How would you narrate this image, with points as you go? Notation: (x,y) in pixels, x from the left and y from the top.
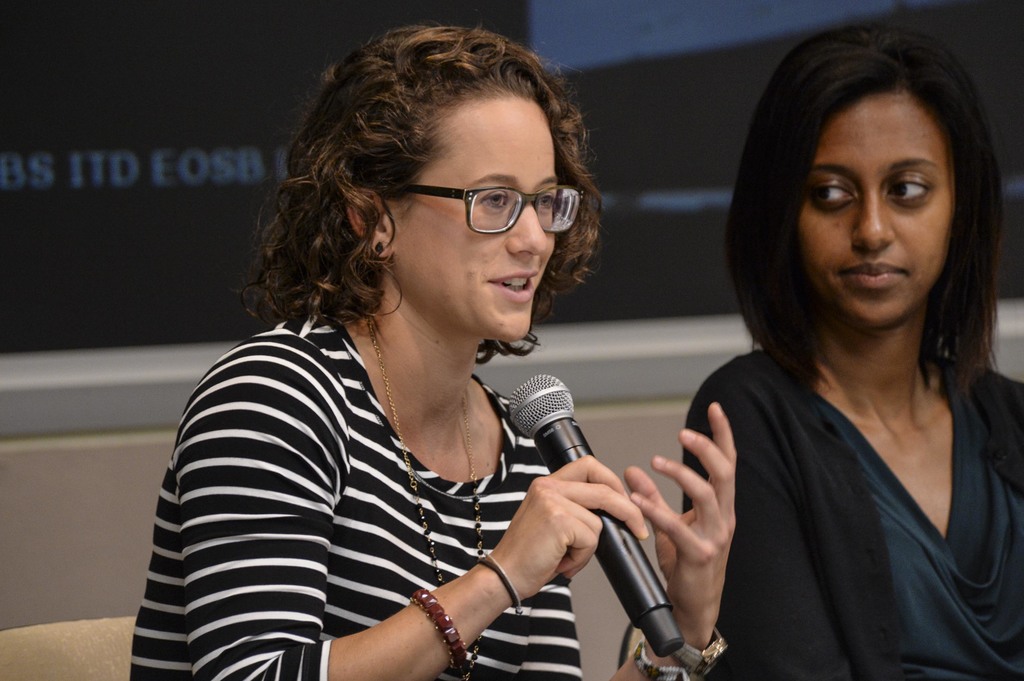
In this image I can see two people (472,502) with different color dresses (506,516). I can see one person (489,441) wearing the specs (472,203) and holding the mic (523,417). In the background (156,305) I can see the screen (199,114).
